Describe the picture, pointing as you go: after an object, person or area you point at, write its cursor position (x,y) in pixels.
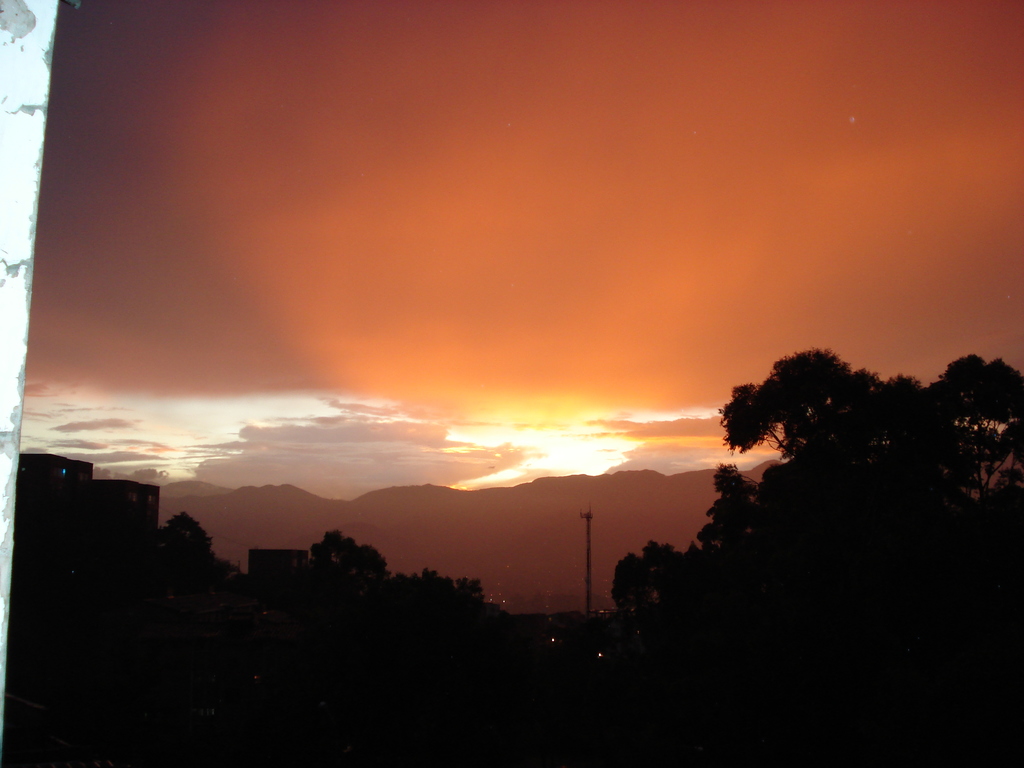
In this image, there is an outside view. In the foreground (901,404), there are some trees (345,602). In the background of the image (583,229), there is a sky (584,352).
